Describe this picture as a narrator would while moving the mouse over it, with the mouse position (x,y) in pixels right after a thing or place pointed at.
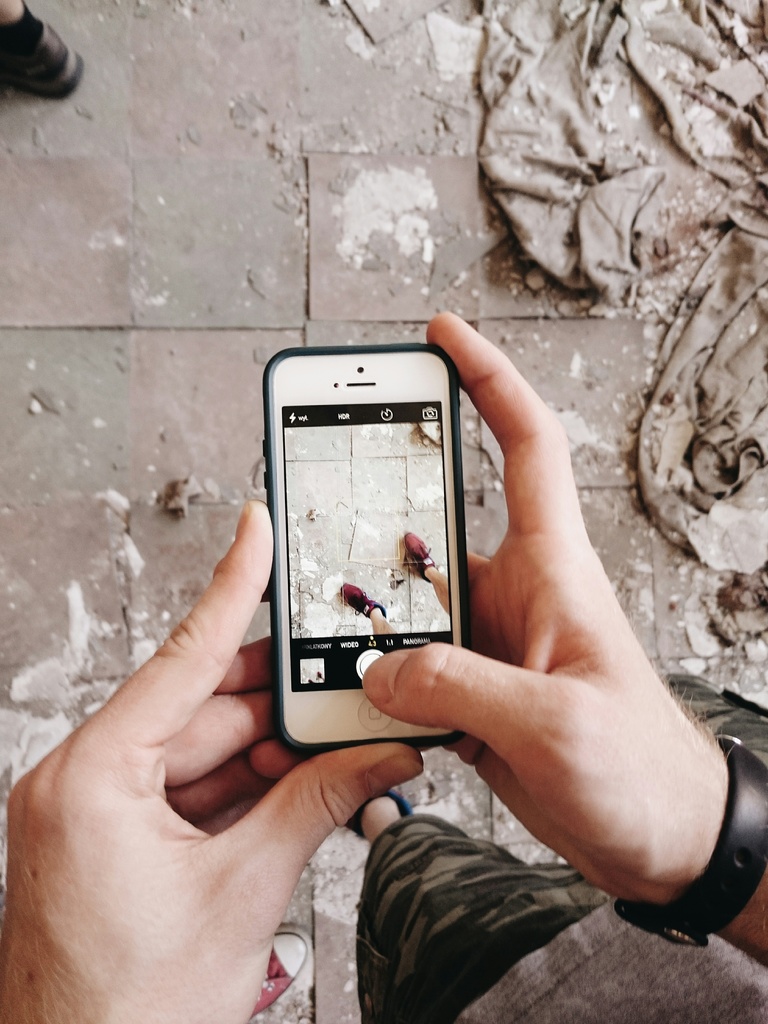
At the bottom portion of the picture (325,1023) we can see the floor (464,155), person leg (30,20) and a cloth (708,407). In this picture we can see a person (519,451) wearing a wrist watch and holding a camera (369,715), taking the snap.
